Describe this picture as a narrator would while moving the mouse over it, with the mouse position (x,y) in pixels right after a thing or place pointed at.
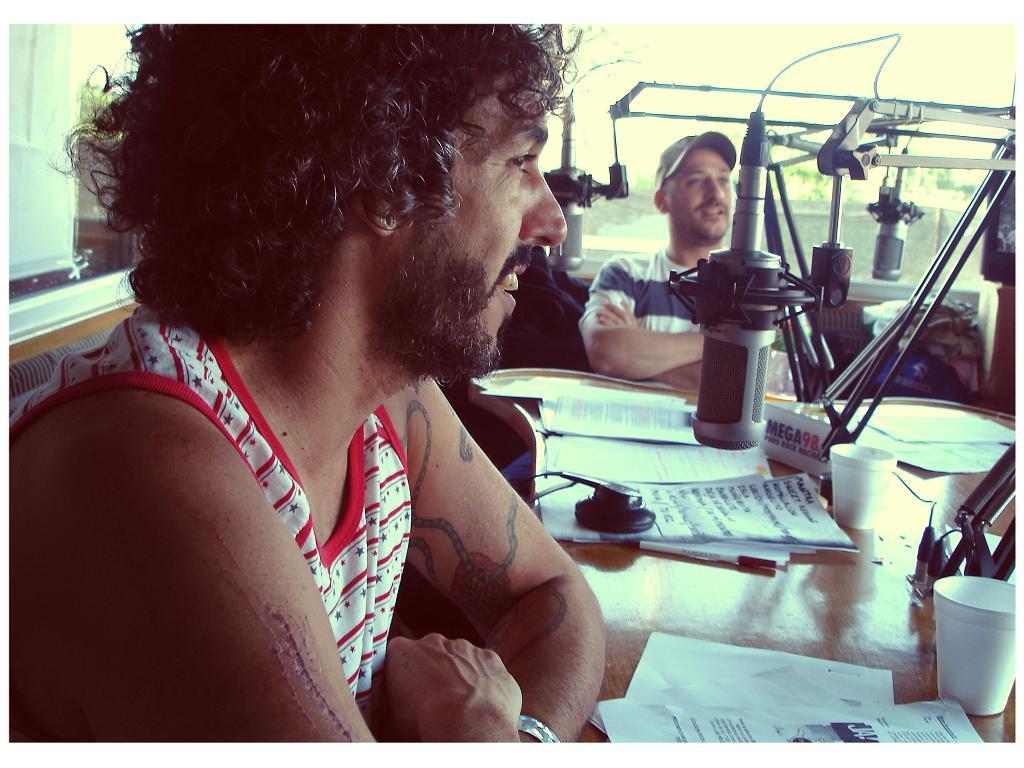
In this Image I can see two men (413,445) are sitting and I can see one of them is wearing cap (719,148). I can also see few mics (734,323), a table (683,468) and on this table (886,643) I can see few white colour papers (712,462), few white glasses (881,450) and few other things (783,460). I also see something is written on these papers (695,477).
